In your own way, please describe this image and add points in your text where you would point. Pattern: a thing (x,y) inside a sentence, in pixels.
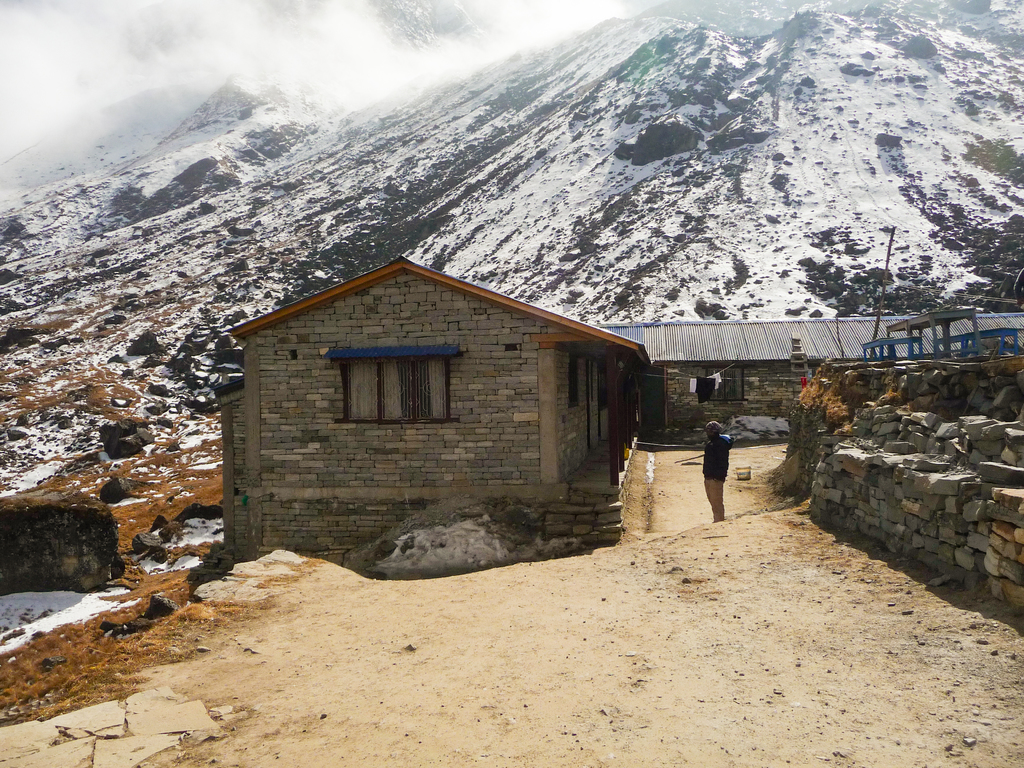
In this picture we can see a person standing on the path (731,524). There are buildings (774,407), clothes (705,395) on an object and other objects (814,497). We can see a few mountains (360,179) covered with snow (417,115) in the background (504,193).
